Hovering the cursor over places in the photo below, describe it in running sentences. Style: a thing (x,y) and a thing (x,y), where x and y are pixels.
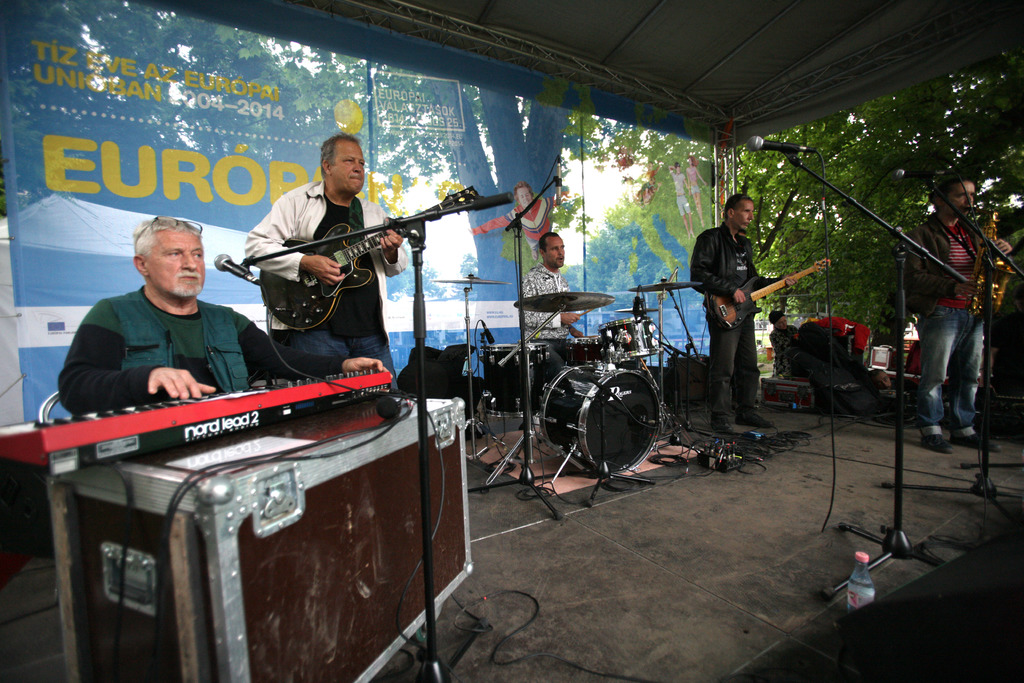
In this picture there are musicians (189,337). The man (202,332) to the left corner (169,335) is playing keyboard (197,408). The man (338,216) beside him is playing electric guitar (314,280). The man (944,277) to the right corner (919,278) is playing saxophone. The man (732,270) beside him is playing a guitar (732,299). The man (573,320) in the center (592,309) is playing drums (585,338), On the floor (543,567) there are boxes (402,557), drums (560,439), drum stands (611,477), cables (486,632), microphones (781,143) and a bottle (863,573). In the background (455,156) there is transparent banner (419,119). Through the banner (161,106) a tent (76,230) and tree (513,153) can be seen. There is also another man (785,331) in the background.
